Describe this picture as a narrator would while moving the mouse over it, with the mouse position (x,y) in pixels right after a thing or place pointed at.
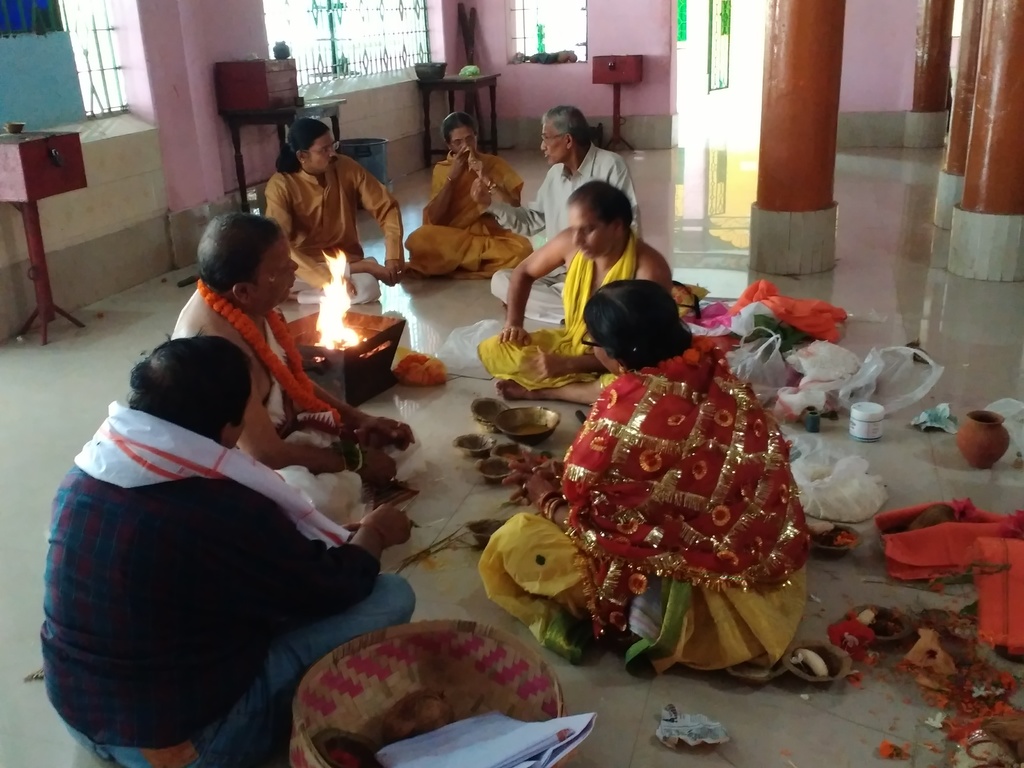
In this image we can see a group of people (629,306) are sitting on the floor (916,440). There are many objects (790,309) placed on the floor (890,716).
